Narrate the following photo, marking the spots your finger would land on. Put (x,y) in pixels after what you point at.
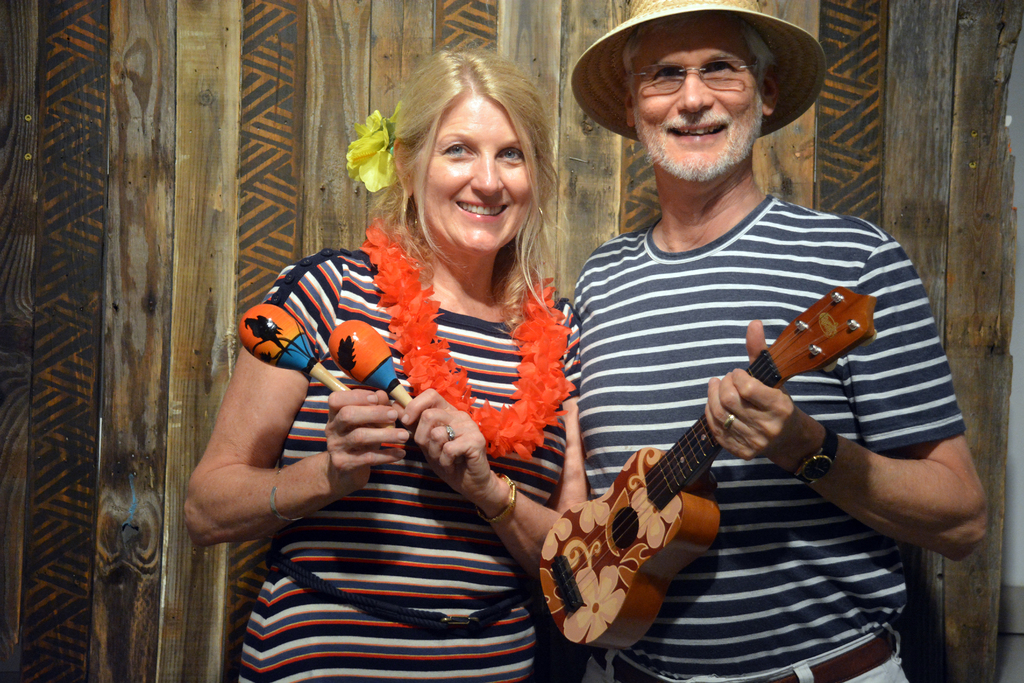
In this image i can see a woman (490,363) and a man (787,630) holding musical instruments (382,357) in their hands (354,388) and in the background (244,193) i can see a wooden wall (195,146).
